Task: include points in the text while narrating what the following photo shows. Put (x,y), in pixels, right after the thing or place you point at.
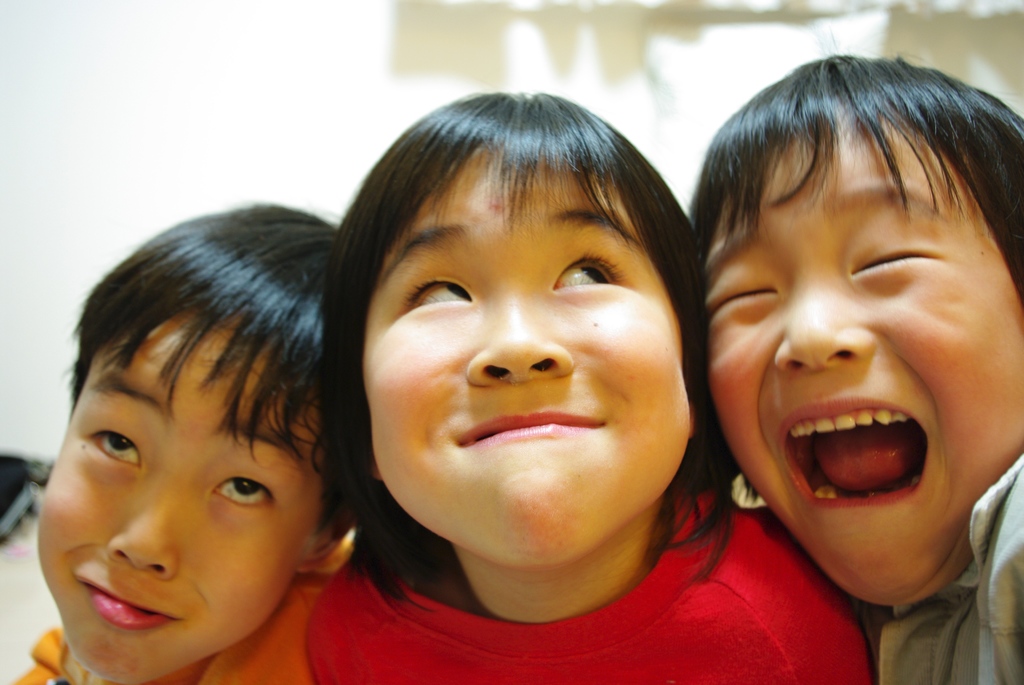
In this picture I can see a girl (609,473) and couple of boys (819,479) and I can see blurry background (957,21).
